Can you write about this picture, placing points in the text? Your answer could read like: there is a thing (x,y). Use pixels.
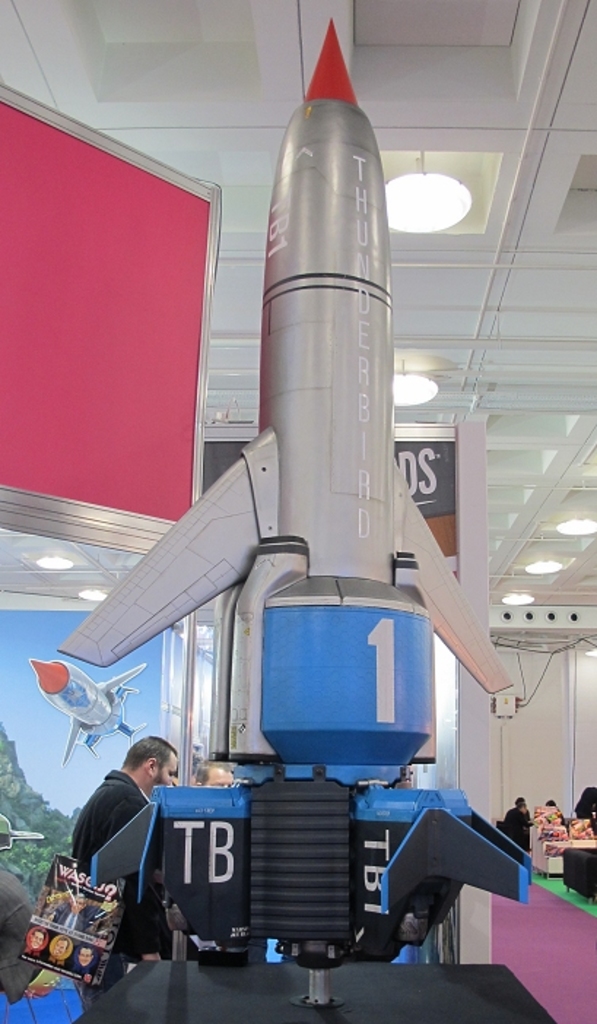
This picture might be taken inside the room (568,694). In this image, in the middle (388,631), we can see a table (436,978), on that table (429,978), we can see a rocket (251,916). On the left side (150,784), we can see two men (172,782) and a photo frame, in that frame (11,728), we can see a rocket (95,729) and some stones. On the right side (588,788), we can see group of people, electronic instruments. At the top (57,240), we can see a board (189,322) and a roof (498,211) with few lights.
